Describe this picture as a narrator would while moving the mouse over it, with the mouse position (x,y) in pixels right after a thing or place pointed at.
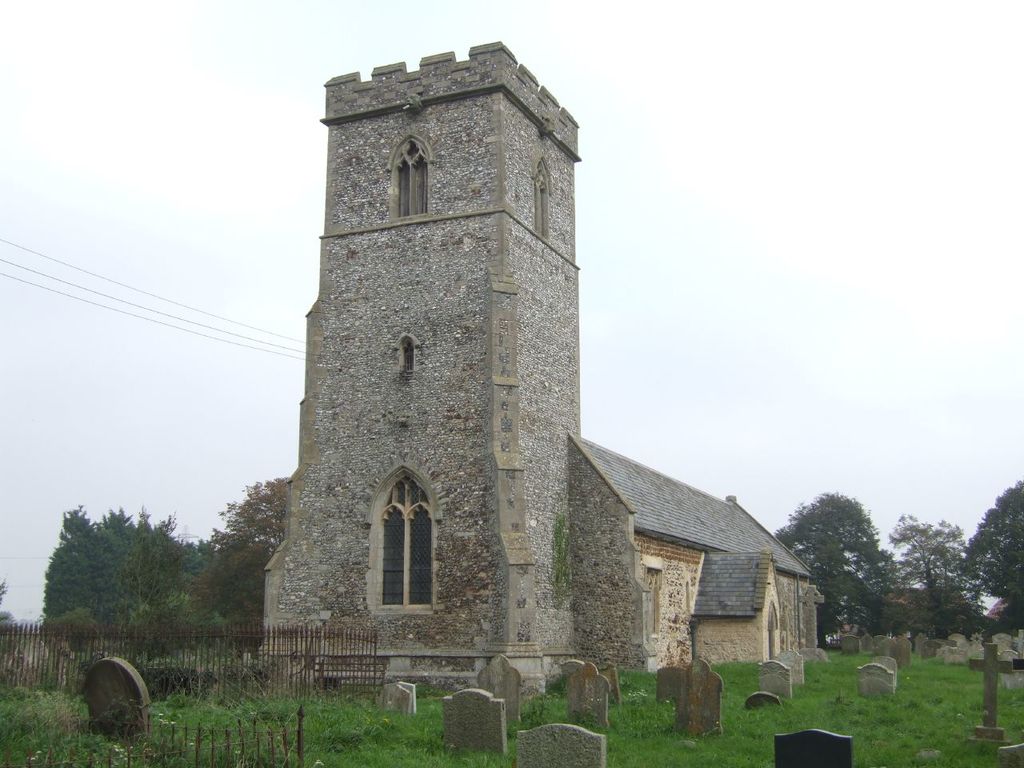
In the center of the image (614,512) there is a building (603,610). In front of the building (687,567) there is a graveyard (751,678). At the bottom of the image (903,723) there is grass (907,721) on the surface (908,715). On the left side of the image (231,647) there is a metal fence (245,658). In the background of the image (804,514) there are trees (1013,587) and sky (759,273).
